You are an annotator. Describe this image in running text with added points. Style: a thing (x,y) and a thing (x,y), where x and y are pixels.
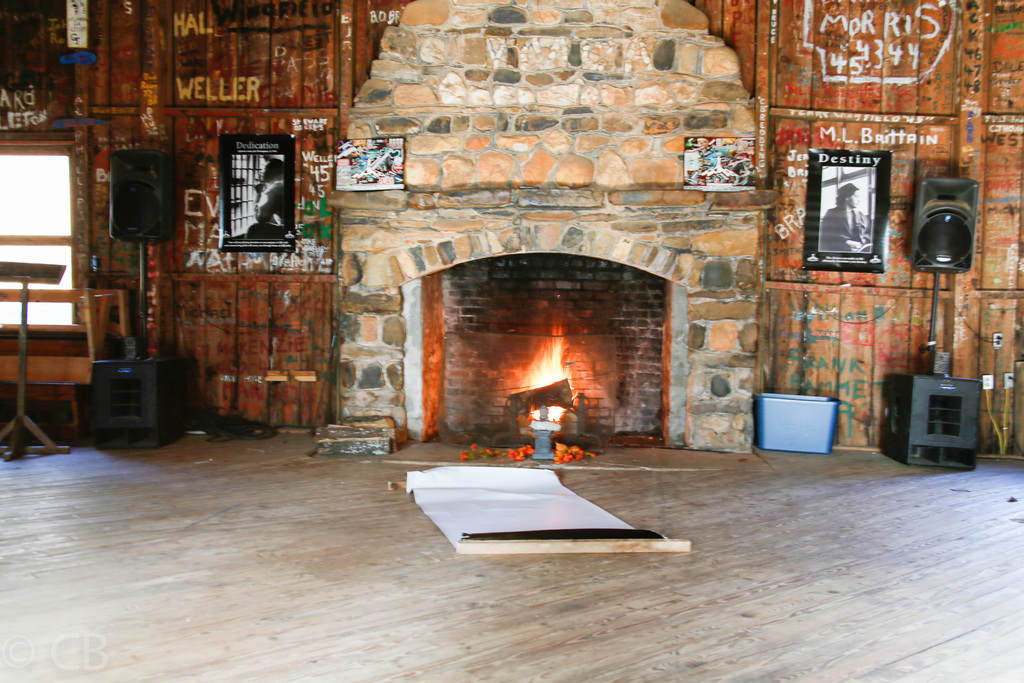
We can see white banner (452,505) and wooden sticks (463,549) on the floor (384,585). We can see speakers (960,411) with stands (932,363), basket (797,432) and stand (2,270). We can see fire (560,416) in fire place (533,324) and we can see frames (239,149) on the wooden wall (290,115). On the left side of the image (76,284) we can see window (17,259).
